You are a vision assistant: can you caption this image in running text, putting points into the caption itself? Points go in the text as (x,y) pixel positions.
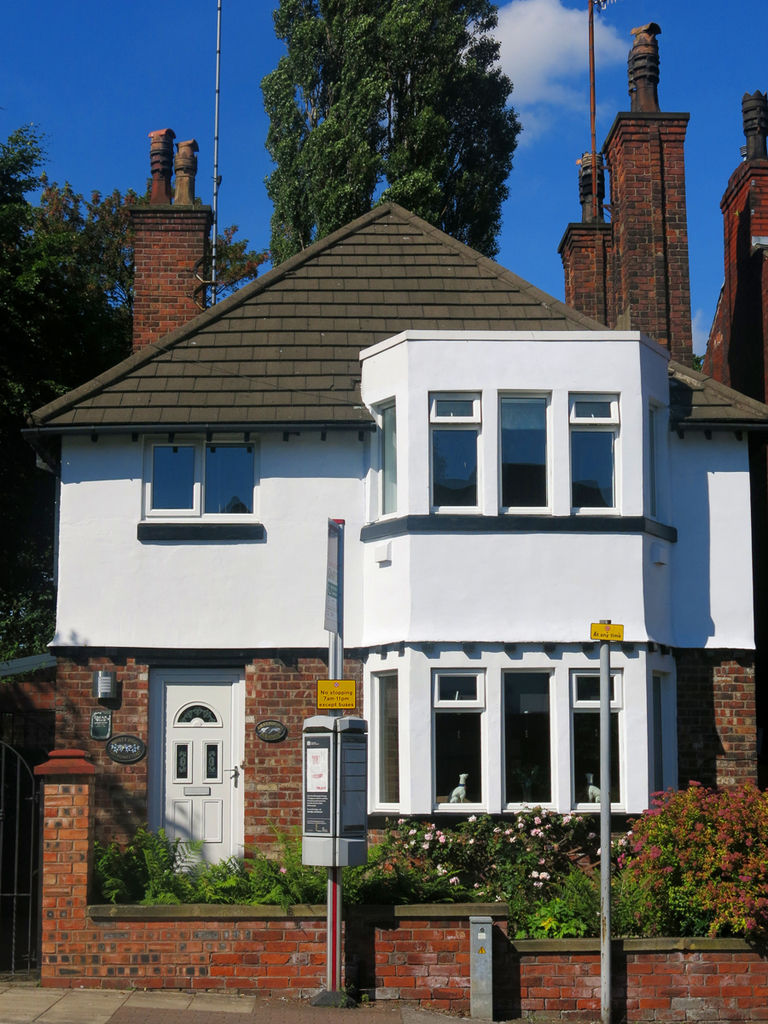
At the bottom (184,1006), we see the pavement (101,991). In front of the picture, we see the poles (603,683) and the boards (344,688) in yellow and grey color with some text (352,695) written on it. Behind that, we see a wall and the plants (463,867) which have white and red flowers (731,843). On the left side (20,799), we see a gate (8,880). In the middle (474,437), we see a building (254,556) in white color with a grey color roof (261,336). There are trees (51,255) and poles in the background (337,221). At the top (197,79), we see the clouds (551,69) and the sky (111,79), which is blue in color.
